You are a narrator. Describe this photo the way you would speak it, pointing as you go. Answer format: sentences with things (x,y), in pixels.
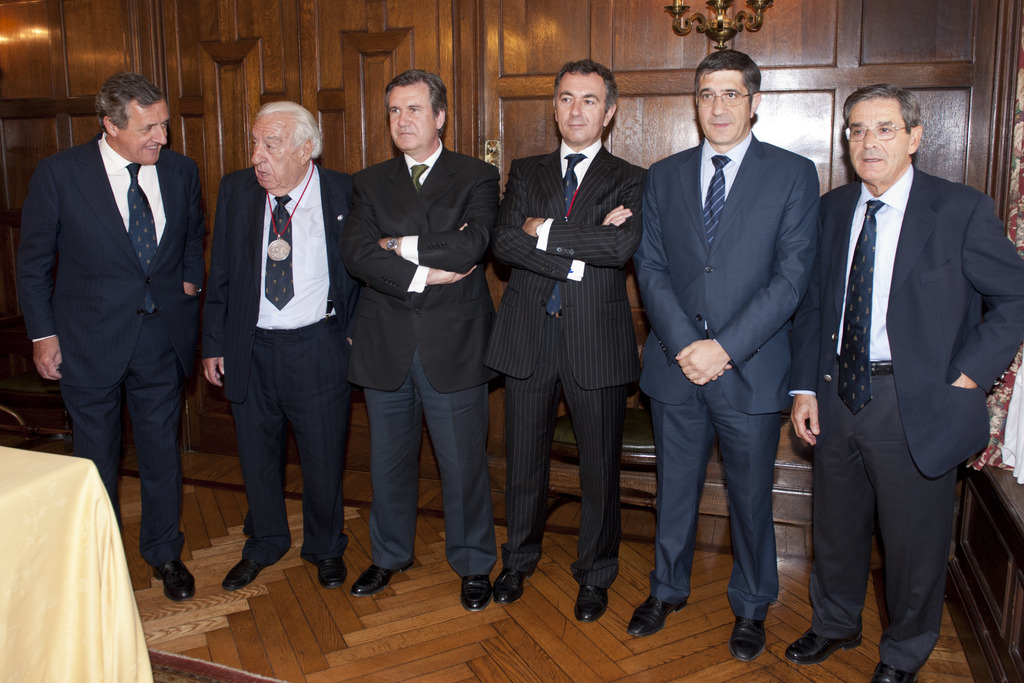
In this image there are a few men (268,266) suited up and standing.
